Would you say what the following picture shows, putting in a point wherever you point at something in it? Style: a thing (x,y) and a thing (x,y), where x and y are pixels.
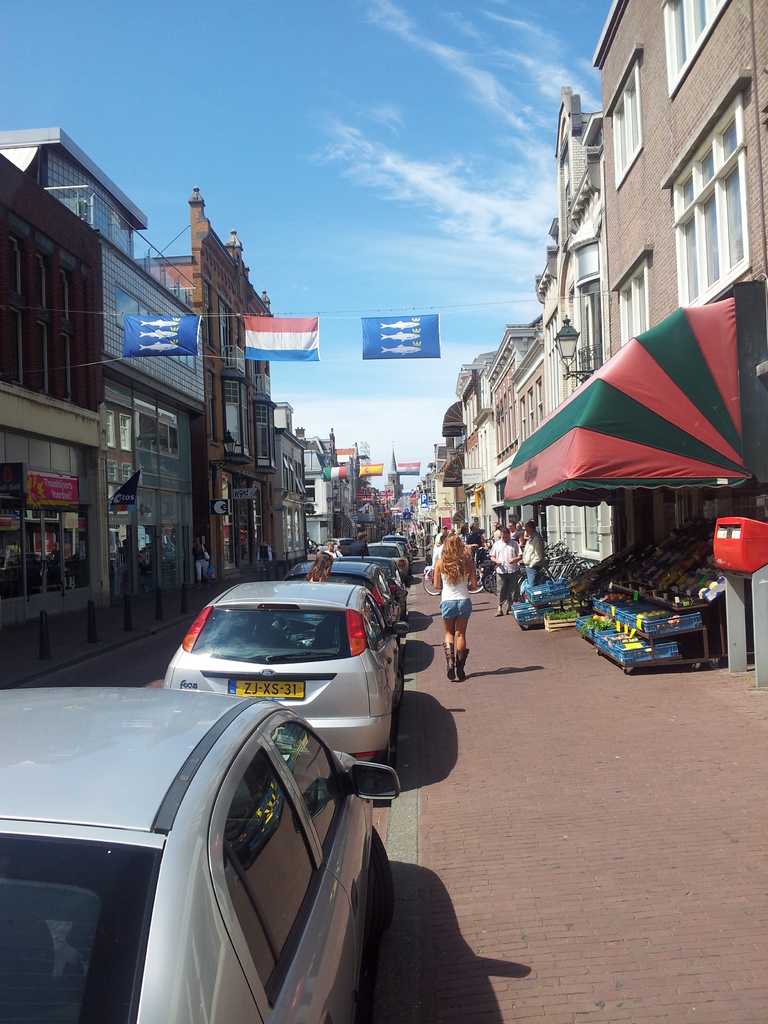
In this image we can see many vehicles (277,583). Also there are many people (449,548). And there are buildings (200,445) on both sides. And there are flags (147,329) hanged. In the background (332,104) there is sky (430,139) with clouds (411,170).
